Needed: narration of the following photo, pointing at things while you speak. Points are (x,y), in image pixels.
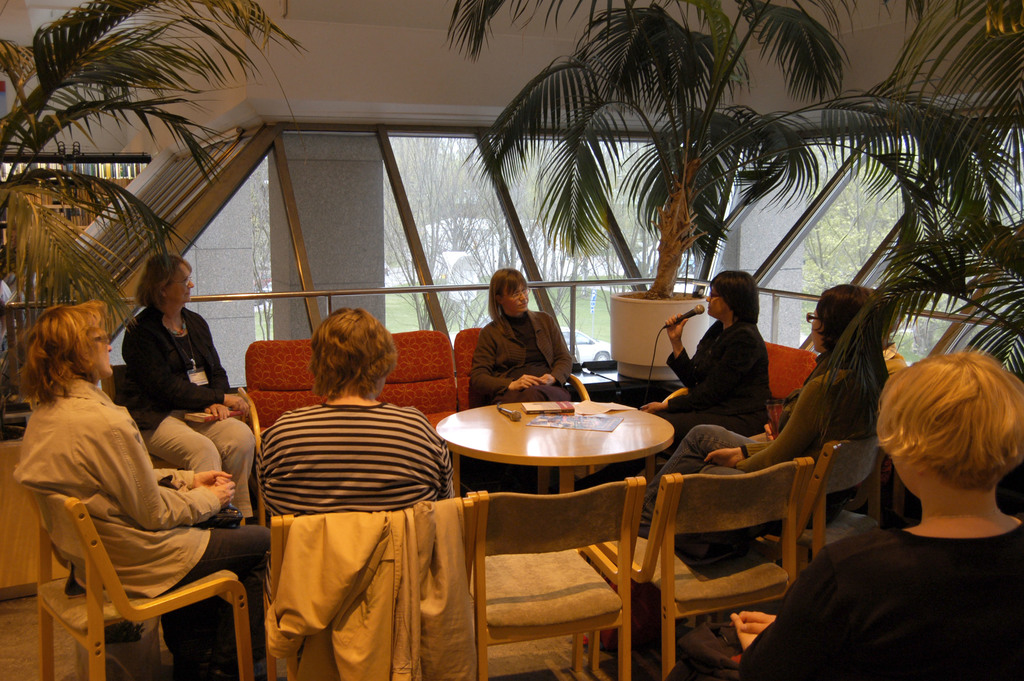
This picture is taken in a room (268,181). The room (200,304) is filled with the chairs (487,538), plants (960,283) and people (689,407). There are group of people (145,386) sitting around a table (500,441). Towards the right bottom (798,632) there is a woman (873,606), she is wearing the black dress (882,606) and there is another woman (753,324) and she is holding a mike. On the table (595,441), there are books (551,403) and a mike (520,416). Towards the left (124,509) there is a woman (76,328) and she is wearing a cream and black jeans (226,562), besides her there is a woman (357,478) wearing a striped shirt (356,484) and there is a jacket (388,562) on the chair (359,530).
